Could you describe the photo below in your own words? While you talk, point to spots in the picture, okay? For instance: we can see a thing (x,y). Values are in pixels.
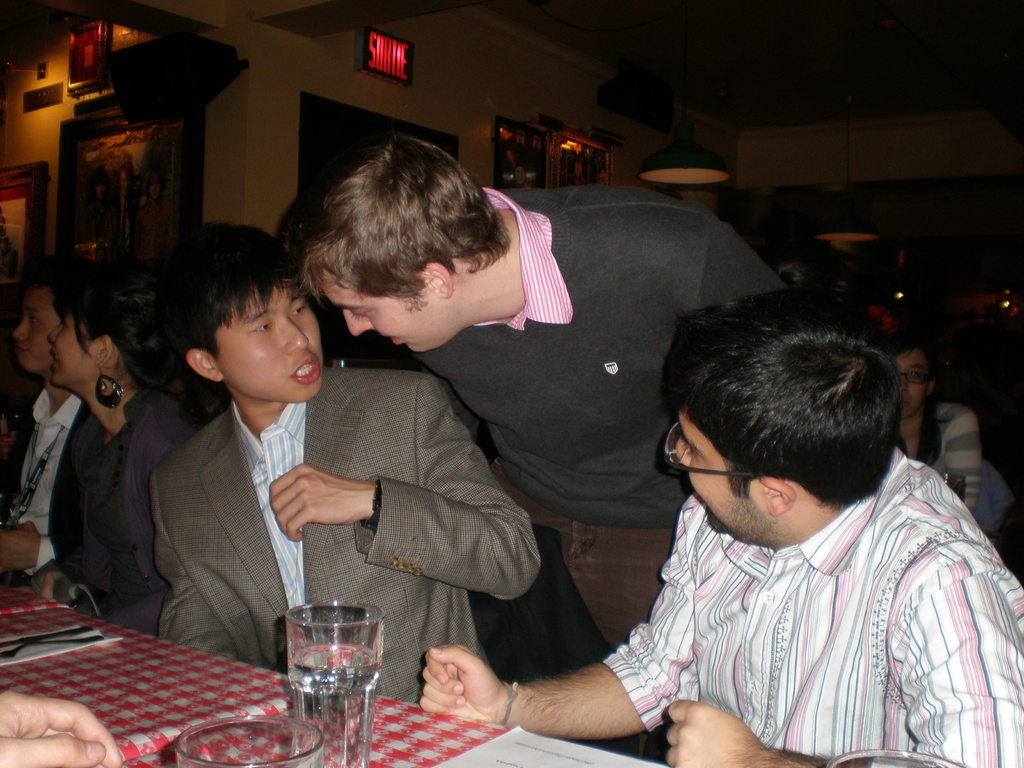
There is a group of people (360,313). They are sitting on a chairs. There is a table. There is a glass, tissue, spoon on a table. We can see in background (106,60) windows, photo frame (93,205) and lights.
